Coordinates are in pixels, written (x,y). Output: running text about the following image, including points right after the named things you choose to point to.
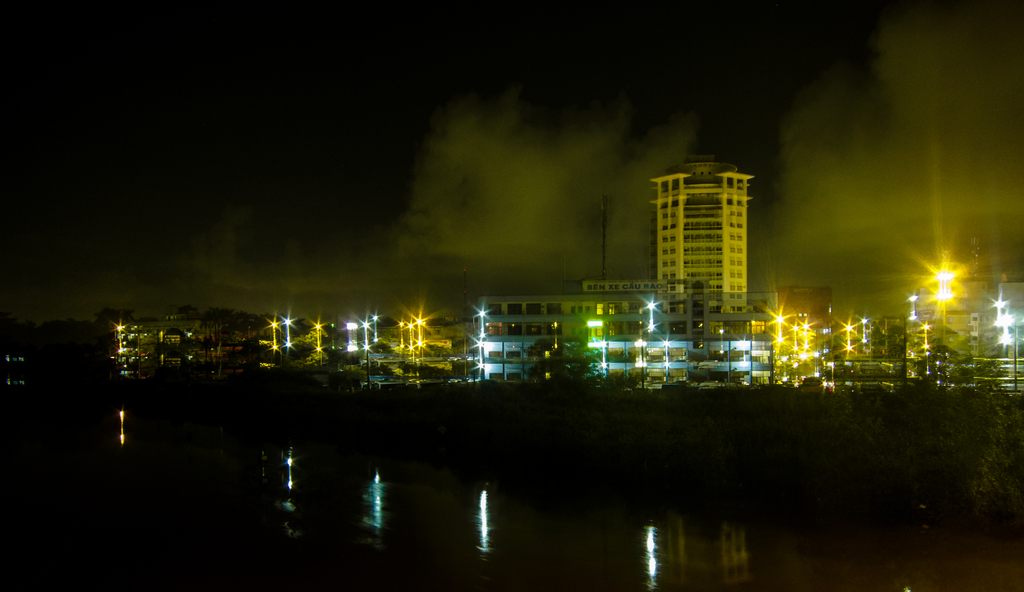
In this image there is water (485,514) in the background (415,356) there buildings (954,334) and lights (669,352).
